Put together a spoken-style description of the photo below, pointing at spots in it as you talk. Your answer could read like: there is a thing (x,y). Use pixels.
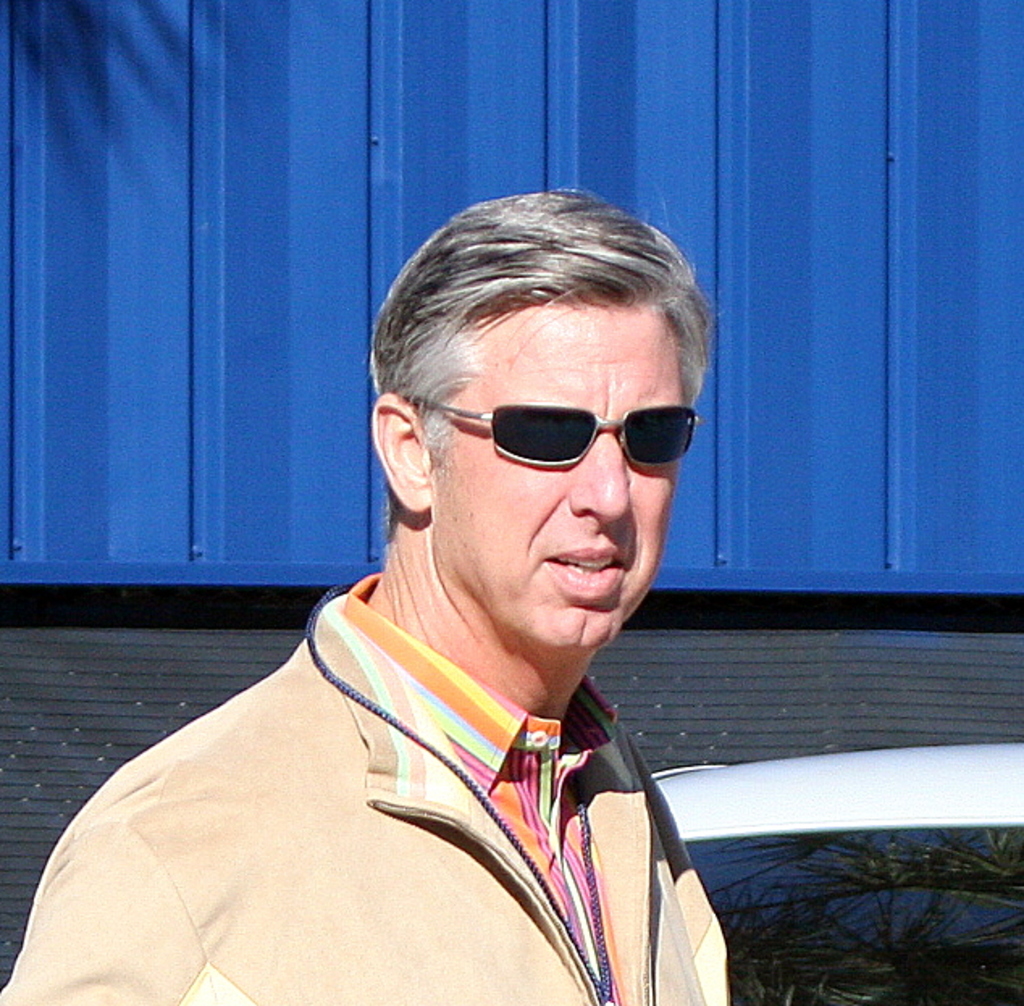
In this picture I can see a man (576,521) wearing sunglasses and I can see a car (812,859) and looks like a metal container (60,19) in the background (399,106).
